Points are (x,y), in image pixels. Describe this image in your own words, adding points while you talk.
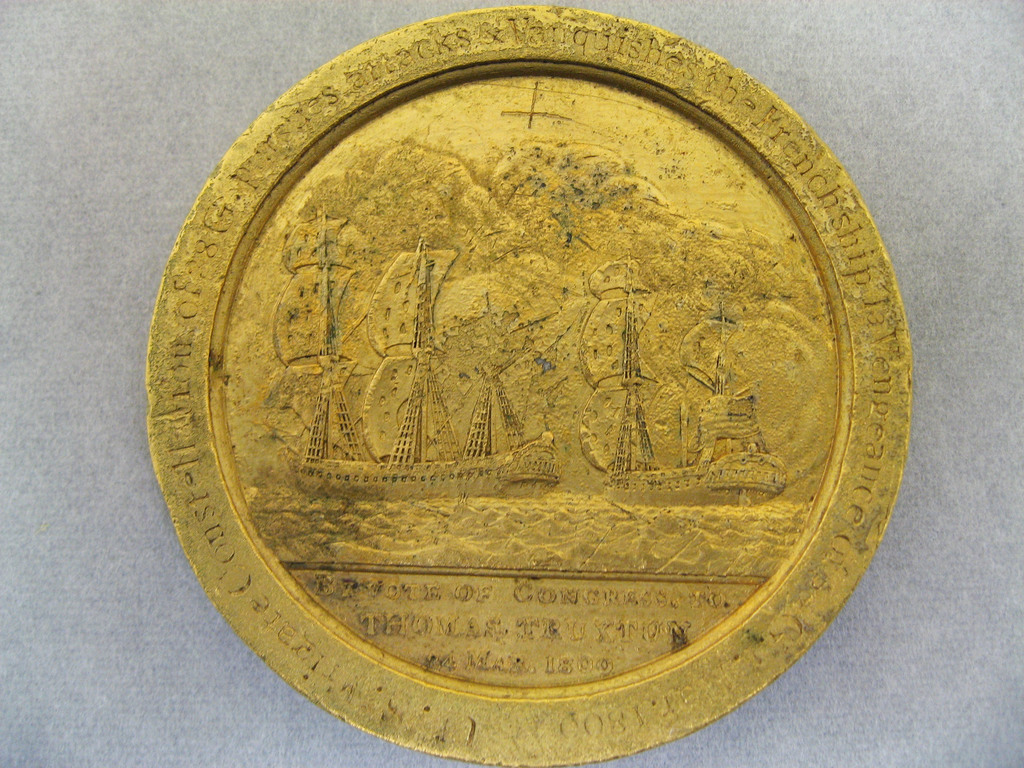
There is a gold color object (330,203). In this there are images of boat (595,446). Also something is written. In the background (31,356) it is white.
